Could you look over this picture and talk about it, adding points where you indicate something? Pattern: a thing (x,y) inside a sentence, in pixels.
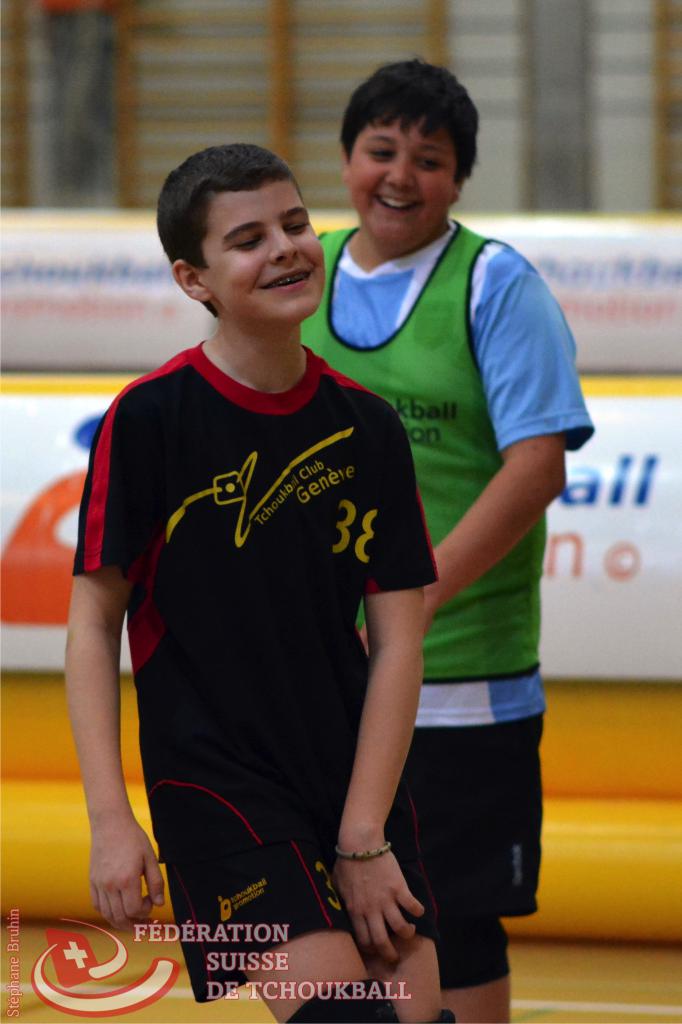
In this picture I can see there are two boys (314,567) standing and the boy (177,614) at left (222,528) is wearing a black jersey (313,657) and a trouser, there is another boy (512,538) behind him, he is wearing a blue and green jersey (525,437) and a trouser (476,931). They both are laughing and there is a yellow object (664,837) in the backdrop (601,527).
